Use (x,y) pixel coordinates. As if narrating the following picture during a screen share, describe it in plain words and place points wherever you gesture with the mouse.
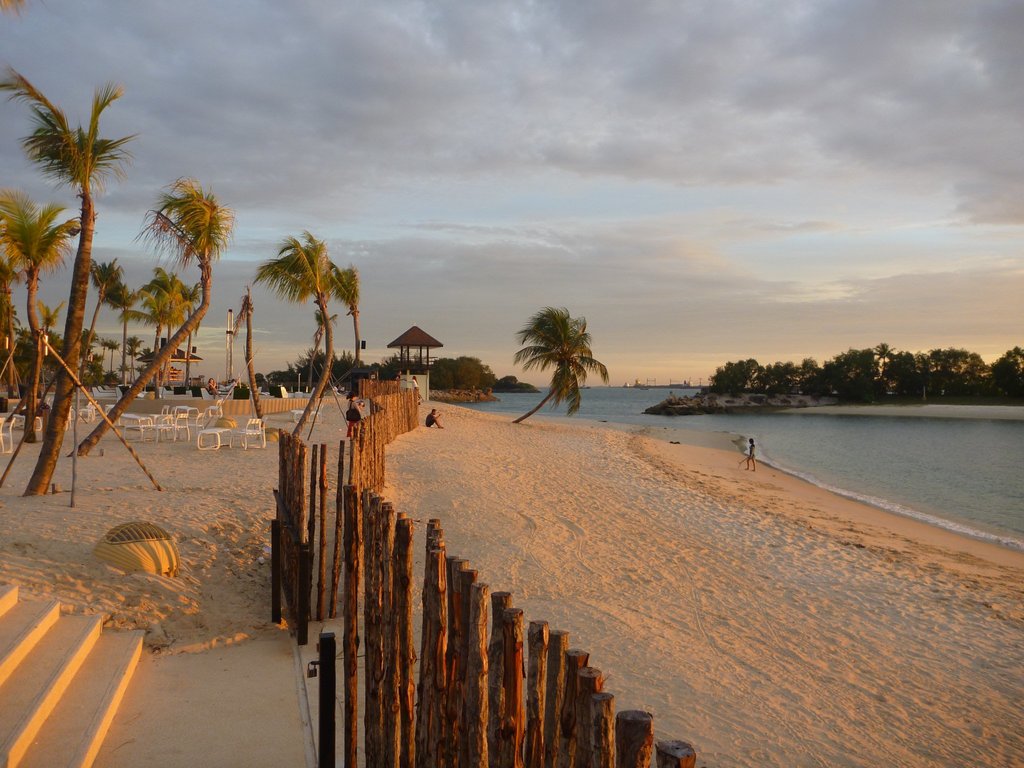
This image is taken outdoors. At the top of the image (362,162) there is the sky (623,294) with clouds (737,271). In the background (19,353) there are many trees (157,332) and plants (484,377) on the ground (740,498). There are few picnic spots (426,337). On the right side of the image (909,473) there is a sea (958,465) with water (851,449) and a woman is walking on the ground (729,482). At the bottom of the image (91,691) there are a few stairs (96,703). There is a wooden fence (382,447) with many wooden sticks (385,528) and there is a ground (721,688). On the left side of the image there is a pole (111,420). There are many empty chairs (169,419) and tables (182,408) on the ground (209,530) and there is a basket (155,554).
